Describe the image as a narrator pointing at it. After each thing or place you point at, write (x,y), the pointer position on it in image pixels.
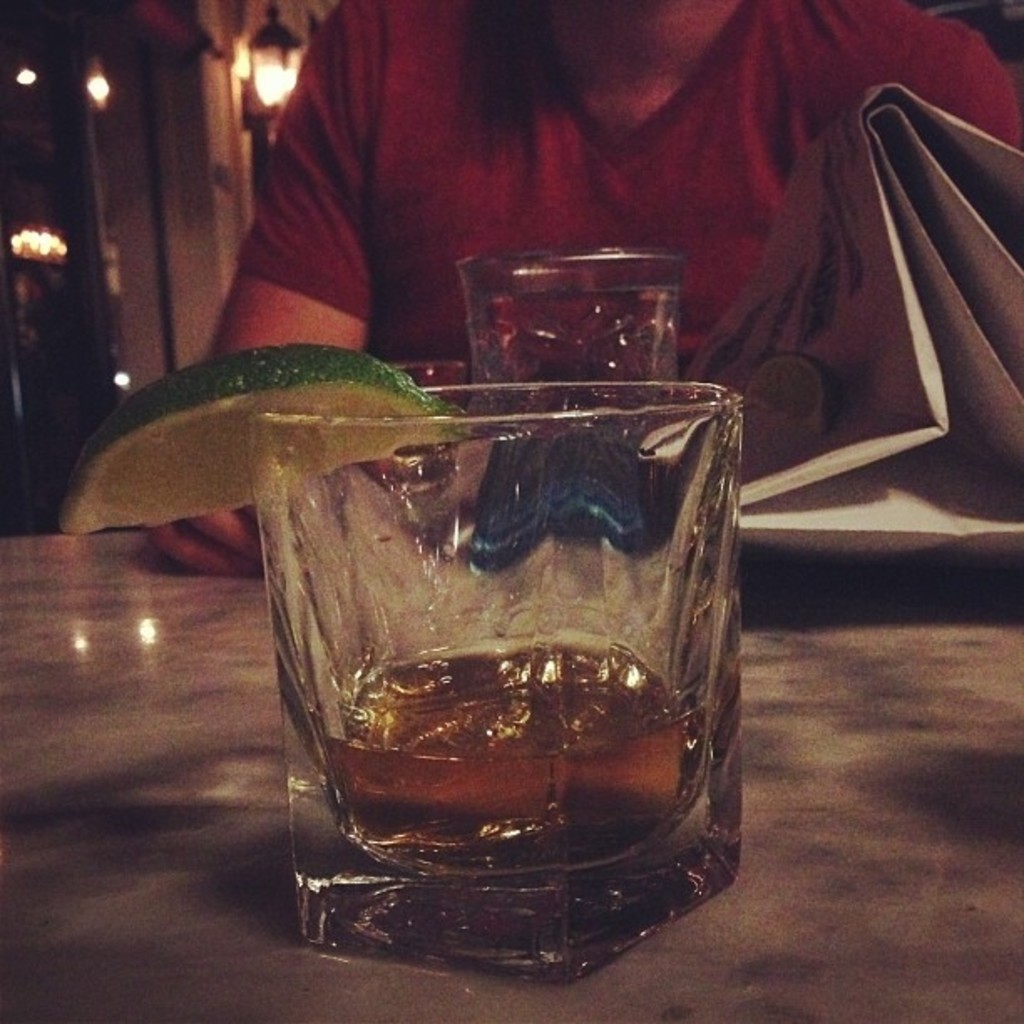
In this image in front (501,712) there is a glass (508,701) with wine (458,713) in it and there is a slice (350,449) of a lemon (298,430). Behind the glass (606,403) there is another glass (606,327) on the table (795,934). In front of the table (853,884) there is a person (641,78). In front of him there is some object (877,355). In the background of the image (246,95) there are lights (280,36).
